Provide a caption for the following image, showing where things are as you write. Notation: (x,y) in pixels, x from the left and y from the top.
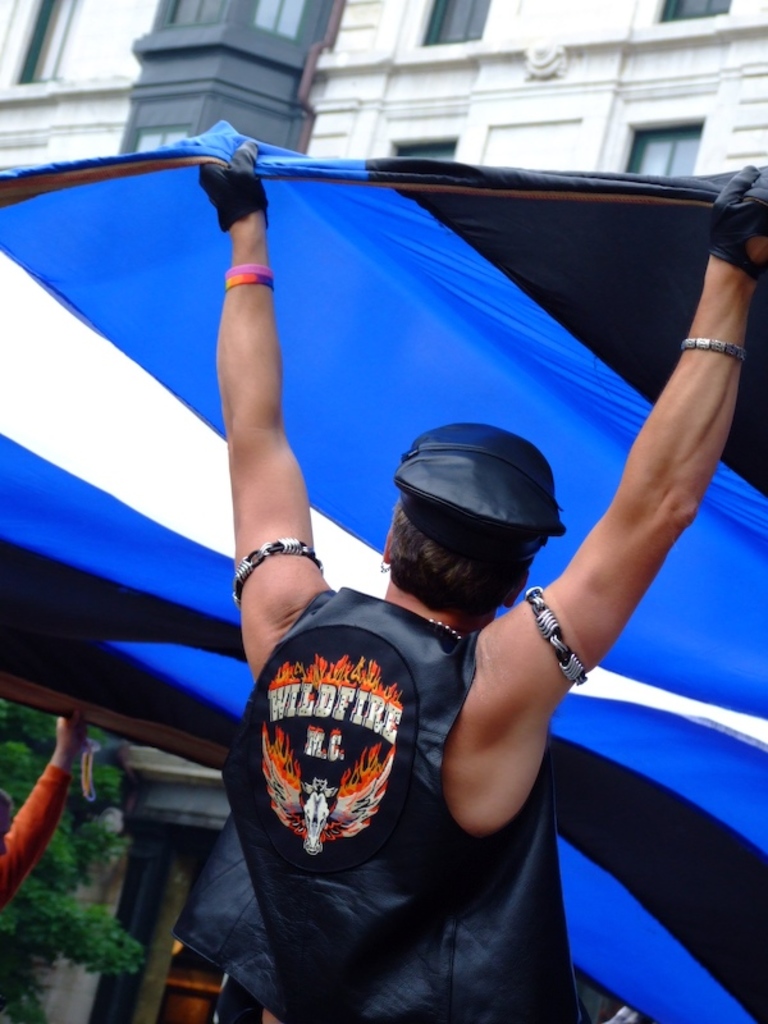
In this picture we can see two people (12,879) holding a flag (215,747) with their hands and a person (416,517) wore a cap (489,558), jacket (421,752), gloves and in the background (51,857) we can see a tree (96,812), building (582,35) with windows (155,138).
